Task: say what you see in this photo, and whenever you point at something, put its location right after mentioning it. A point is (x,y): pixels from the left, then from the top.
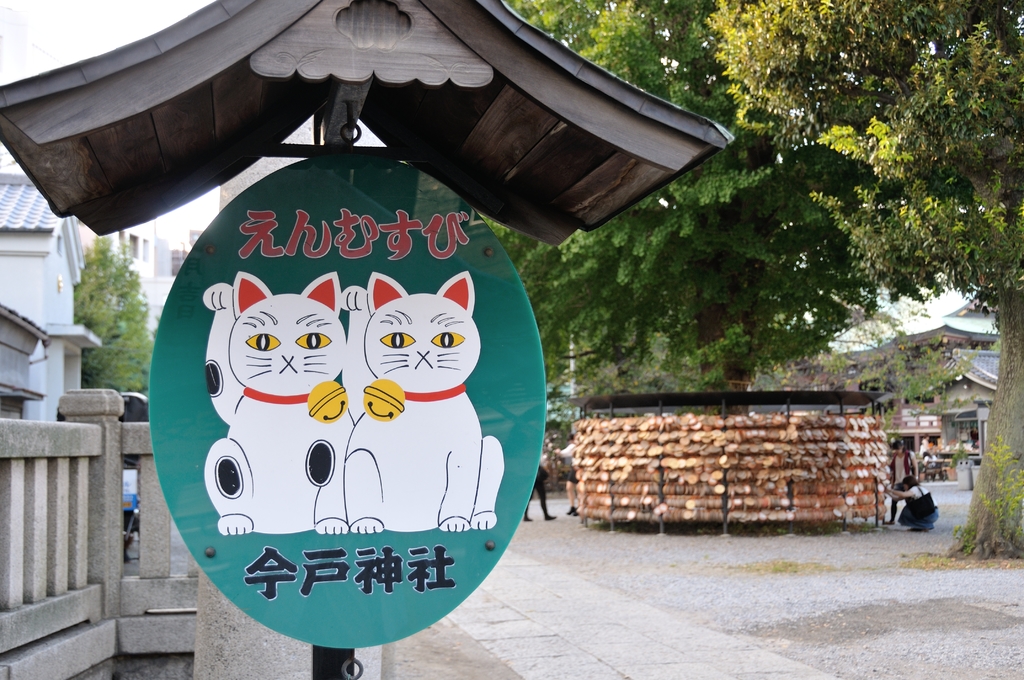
In front of the image there is a board (385,361) with some text (304,581) and pictures (339,419). On the right side of the image (835,445) there are a few objects (747,480) hanged on the metal rods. There are people (927,453) standing. In the background of the image (1016,399) there are buildings (965,409) and trees (923,225).
